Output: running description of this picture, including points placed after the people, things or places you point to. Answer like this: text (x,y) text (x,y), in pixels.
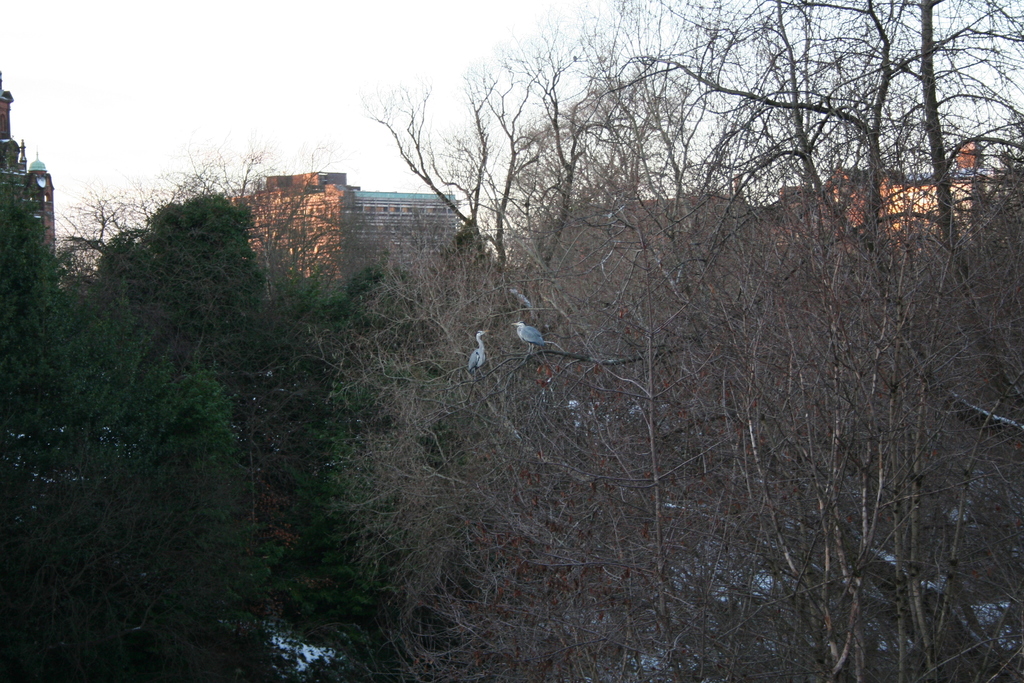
In this picture there are two birds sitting on the tree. In the foreground (759,322) there are trees (803,359). At the back (28,186) there are buildings (945,206). At the top (357,88) there is sky (271,70). At the bottom (307,641) there is water (295,657).
